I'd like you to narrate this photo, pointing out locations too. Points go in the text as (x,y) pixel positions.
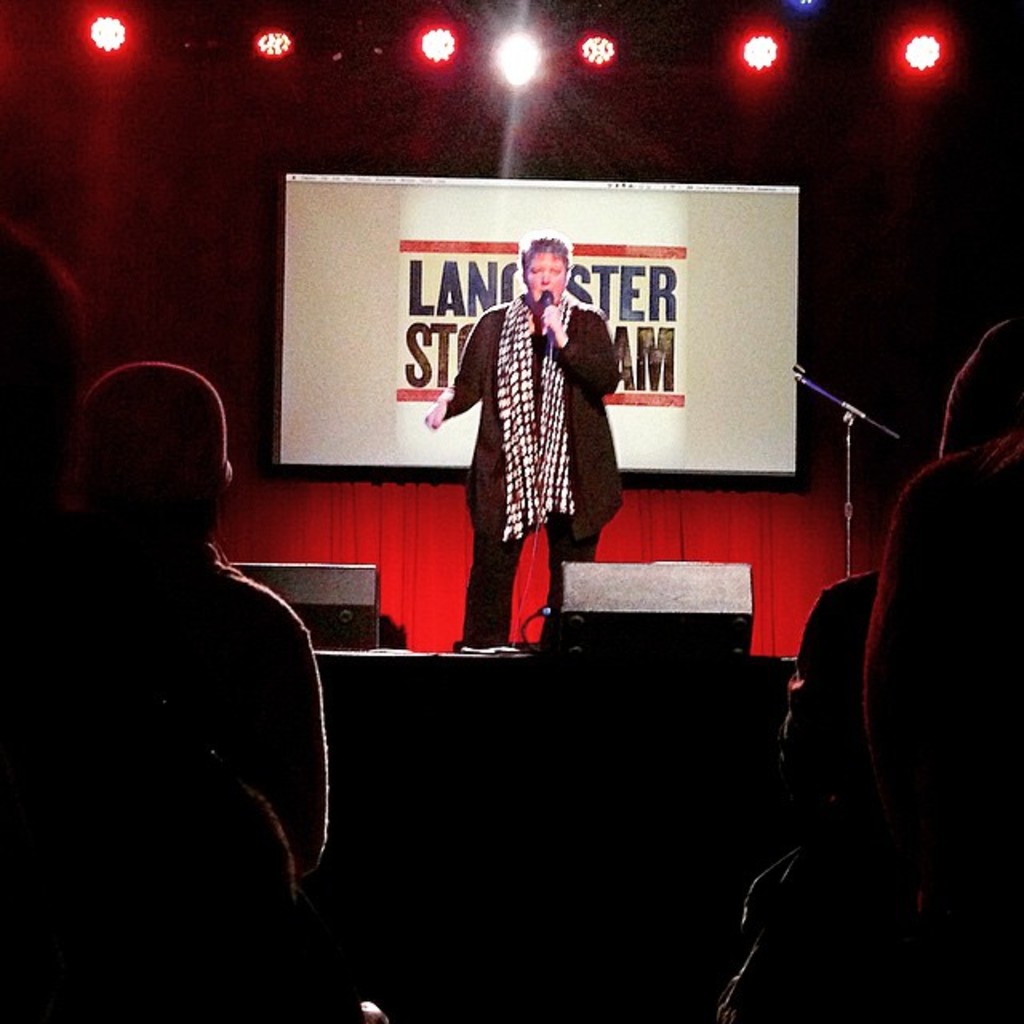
In the foreground (870,775), I can see a group of people (882,715) on the floor (674,888) and a person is standing on the stage (420,651) and is holding a mike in hand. In the background (442,331), I can see a screen (306,433), lights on a rooftop (633,22) and speakers (627,627). This picture might be taken on the stage (358,682).
